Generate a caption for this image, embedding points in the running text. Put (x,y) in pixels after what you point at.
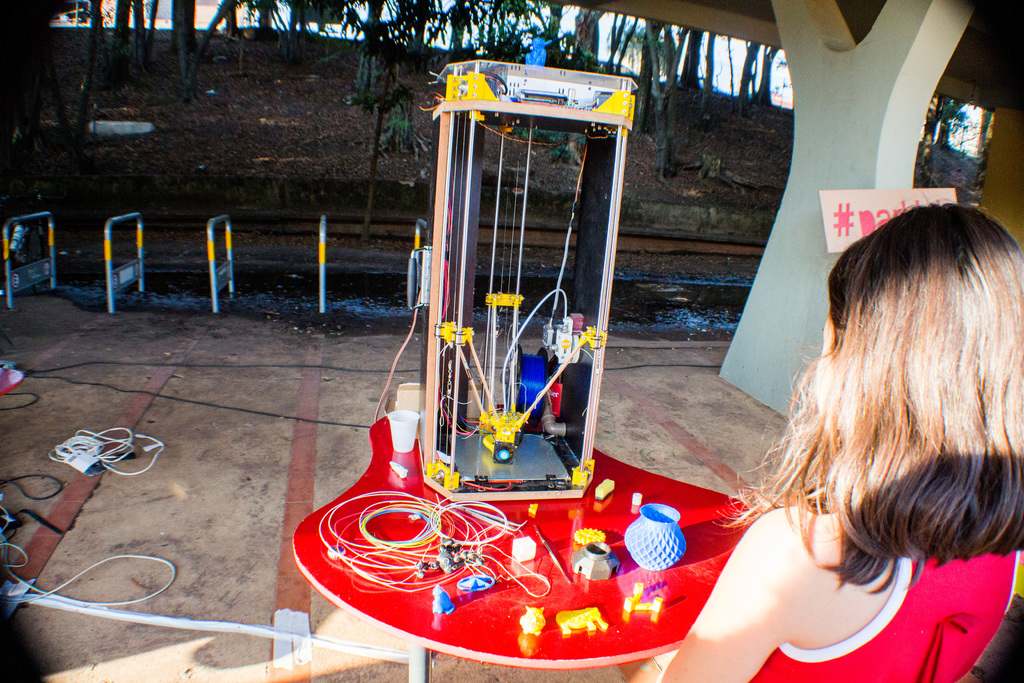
In this image on the right side (899,477) there is one woman (902,432), in the center (385,451) there is one table (614,517). On the table (546,562) there box (487,421) wires (460,502) toys (450,558) and some other objects (546,543), cups (412,435), in the background (2,240) there are some poles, wires (121,603), pipe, pillar (823,169), trees (46,53) and sand (259,137). And in the center of the image (544,277) there is some water (330,293) flowing, on the right side (850,206) there is one board (846,221) on the pillar (810,229).
